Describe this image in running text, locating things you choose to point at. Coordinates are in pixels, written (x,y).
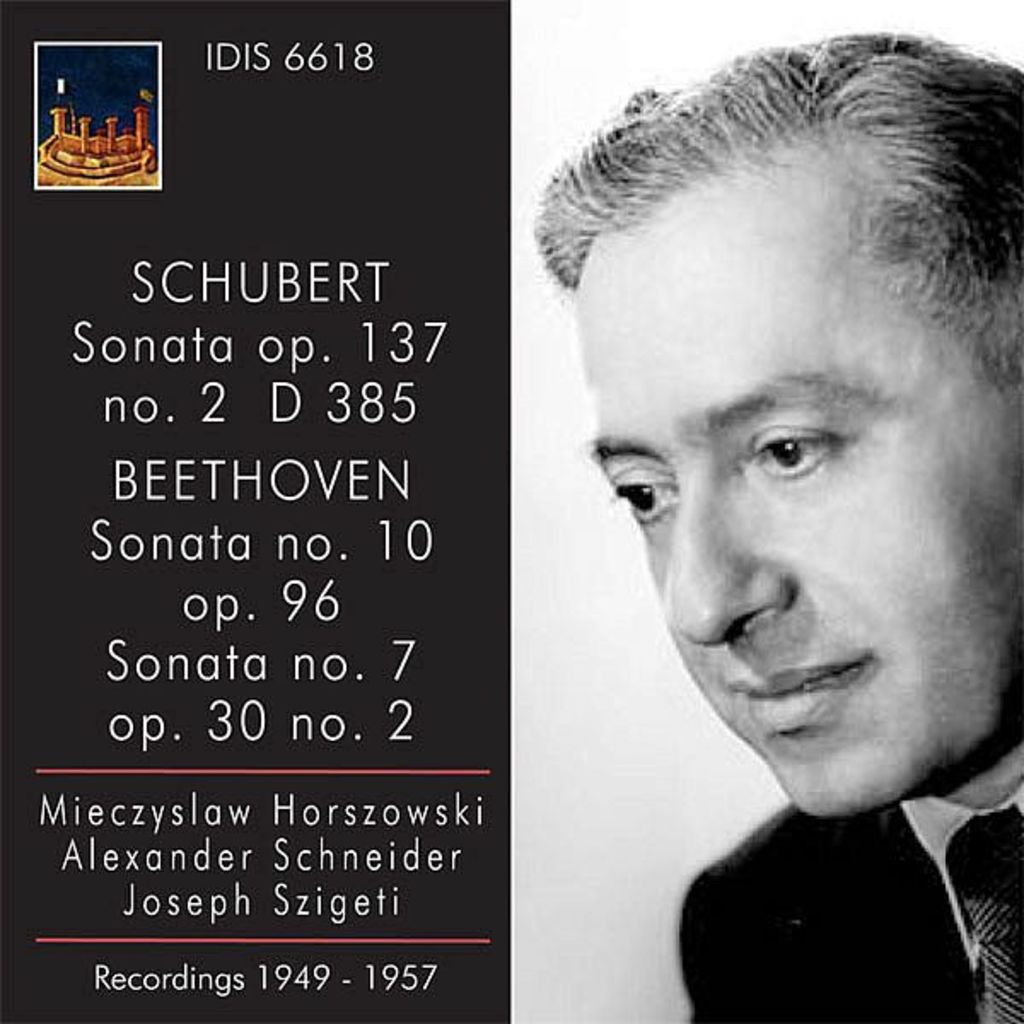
This image is a poster. To the left (207,343) there is the text (235,652). To the right (812,659) there is a face (832,548) of a person (753,630).
